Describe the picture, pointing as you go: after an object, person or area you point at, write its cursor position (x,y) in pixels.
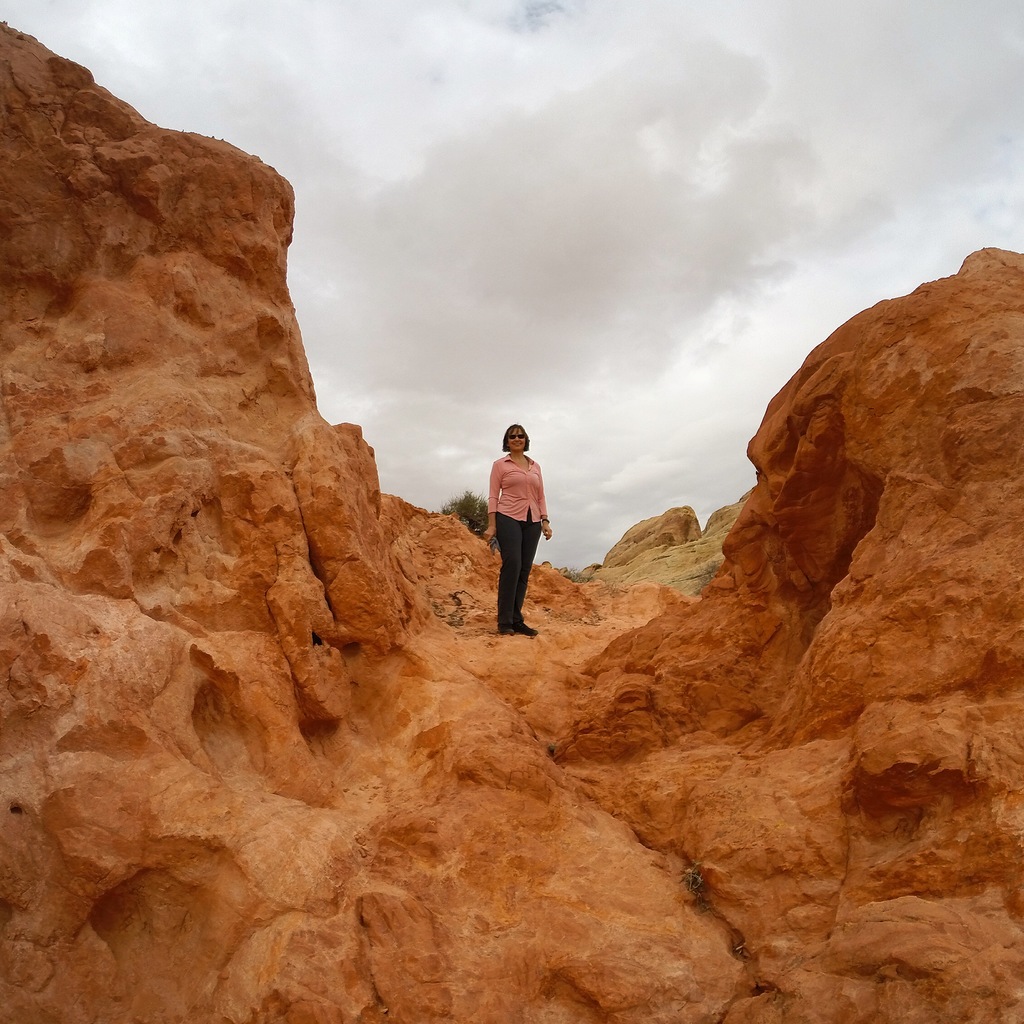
There is one woman (533,631) standing on the mountain (463,618), and there is a sky (539,218) in the background (543,312).
